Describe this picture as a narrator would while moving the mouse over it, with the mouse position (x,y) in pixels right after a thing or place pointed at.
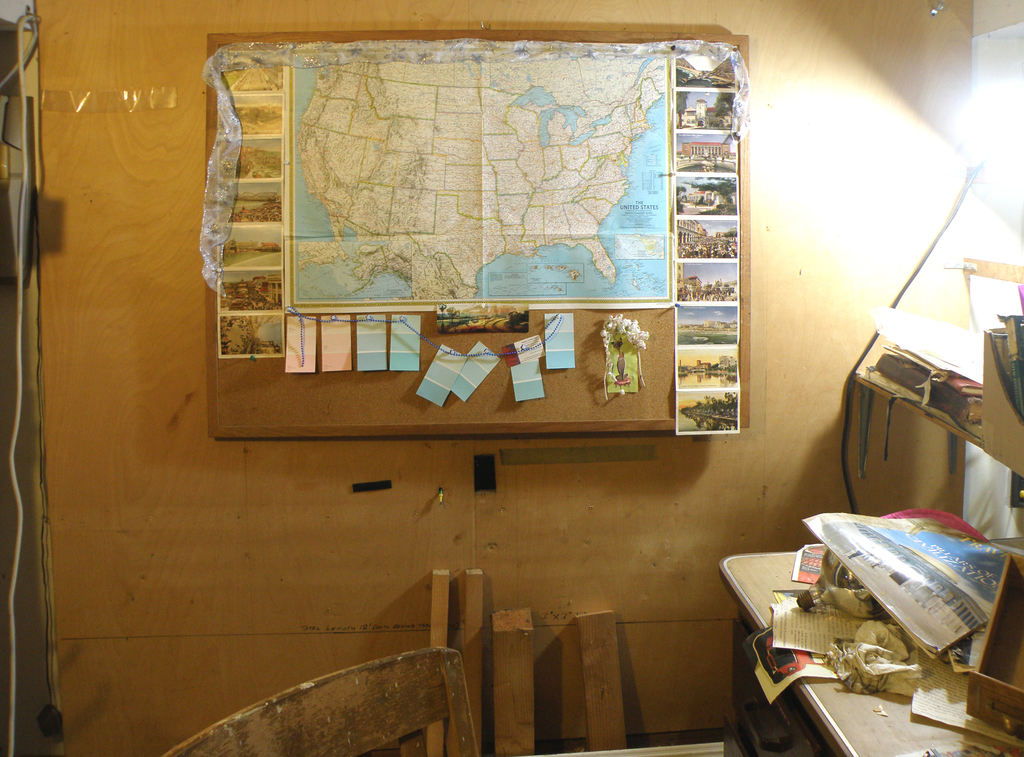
In this image there is a chair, papers (868,532), bottle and some objects (805,583) on the tables (827,716), and at the background (276,284) there are photos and a map (476,302) stick to the board (241,274) which is on the wooden wall (159,238).
